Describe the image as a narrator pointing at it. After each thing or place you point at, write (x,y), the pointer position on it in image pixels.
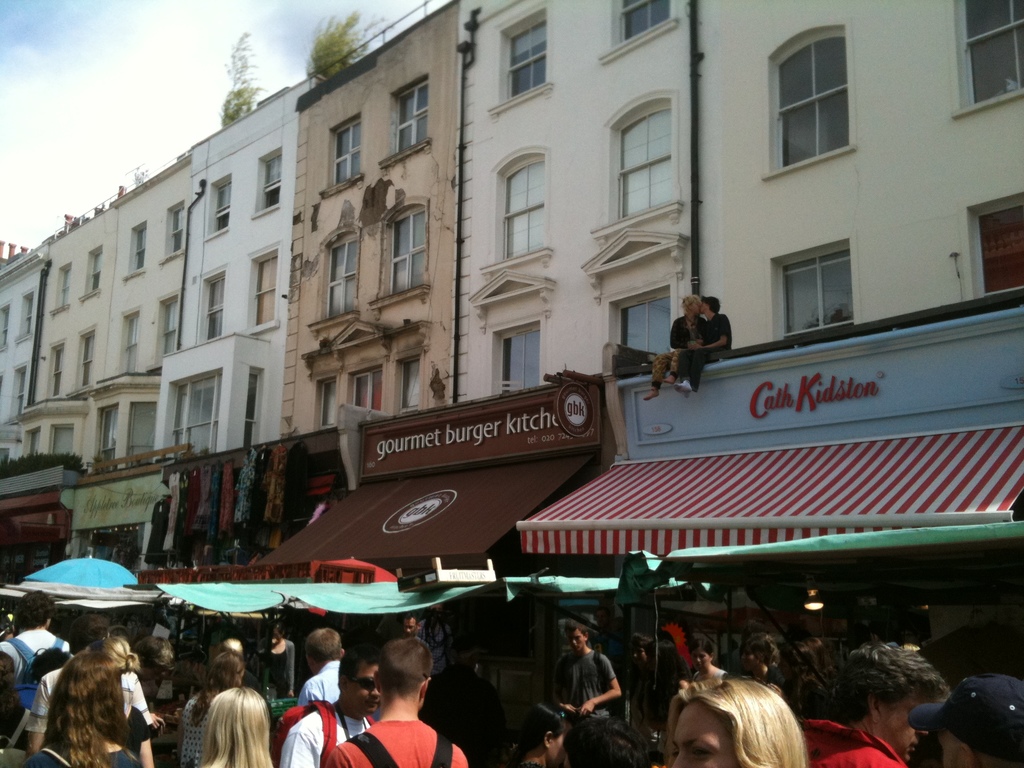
At the bottom (573,697) I can see a crowd (468,711) on the road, tents (383,598) and shops (487,457). In the background (605,413) I can see buildings (685,202), plants (328,68) and the sky (194,128). This image is taken may be on the road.
